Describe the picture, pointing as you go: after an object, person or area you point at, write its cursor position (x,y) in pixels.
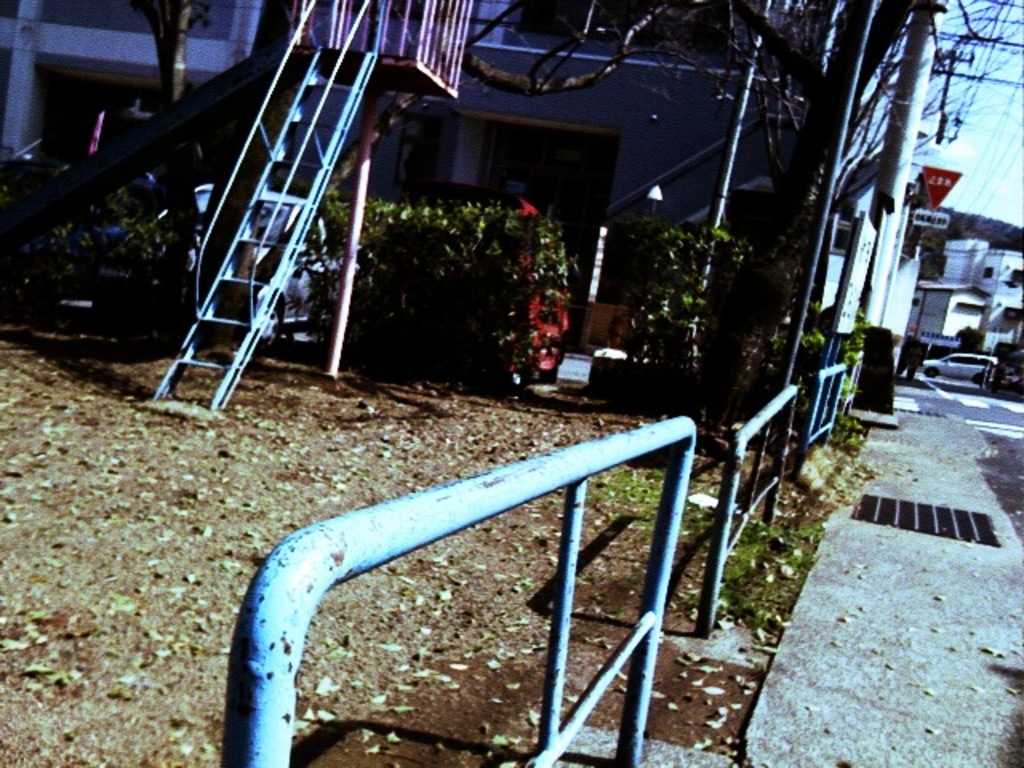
In this image there is a road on the right side (953,382). On the left side (109,130) there is a building (455,136). In front of the building (320,99) there is a slide (186,133). Beside the slide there is a ladder (297,202). At the bottom (128,691) there is ground (120,624) on which there are leaves (162,569). In the middle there is a fence (675,540) around the buildings (698,164). In the background (964,361) there is a car (964,361) on the road (984,388). At the top (959,114) there is the sky (980,168). There are poles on the footpath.
